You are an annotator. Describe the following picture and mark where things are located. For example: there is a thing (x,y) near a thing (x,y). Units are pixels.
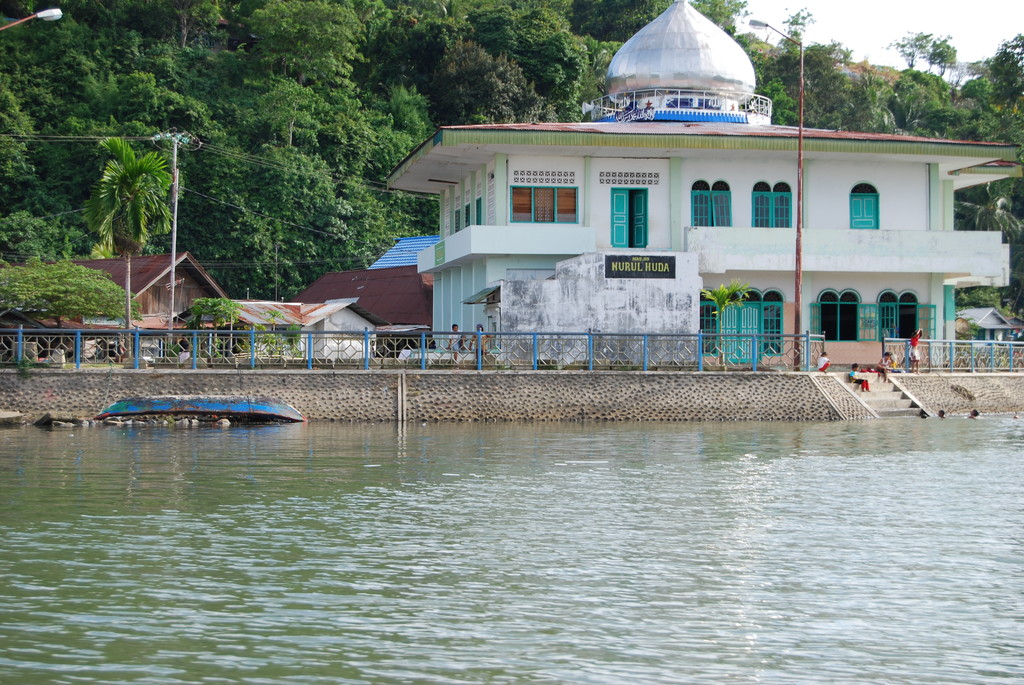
As we can see in the image there is water (402,458), fence (637,365), few people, street lamp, current pole (172,322), buildings (480,215) trees (470,45) and at the top (894,17) there is sky (934,12).
